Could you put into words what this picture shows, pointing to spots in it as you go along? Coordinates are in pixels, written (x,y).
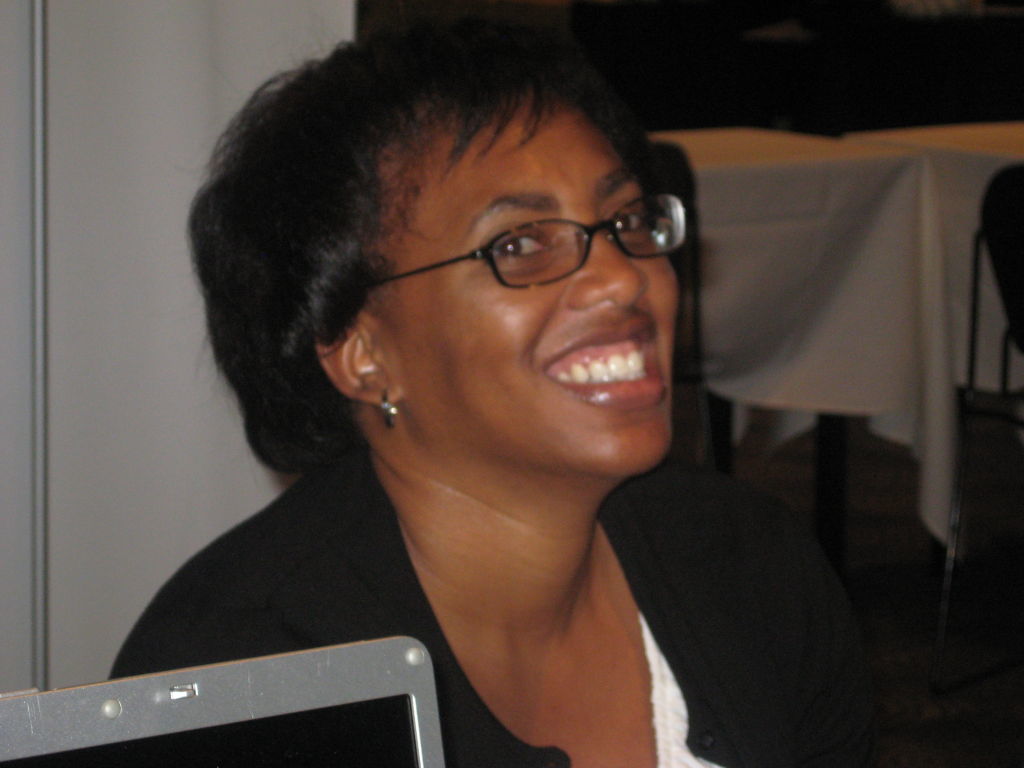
This image consists of a woman (537,547) wearing a black suit (757,626). On the left (202,691), it looks like a laptop (151,696). In the background (125,75), we can see a wall (174,333).
